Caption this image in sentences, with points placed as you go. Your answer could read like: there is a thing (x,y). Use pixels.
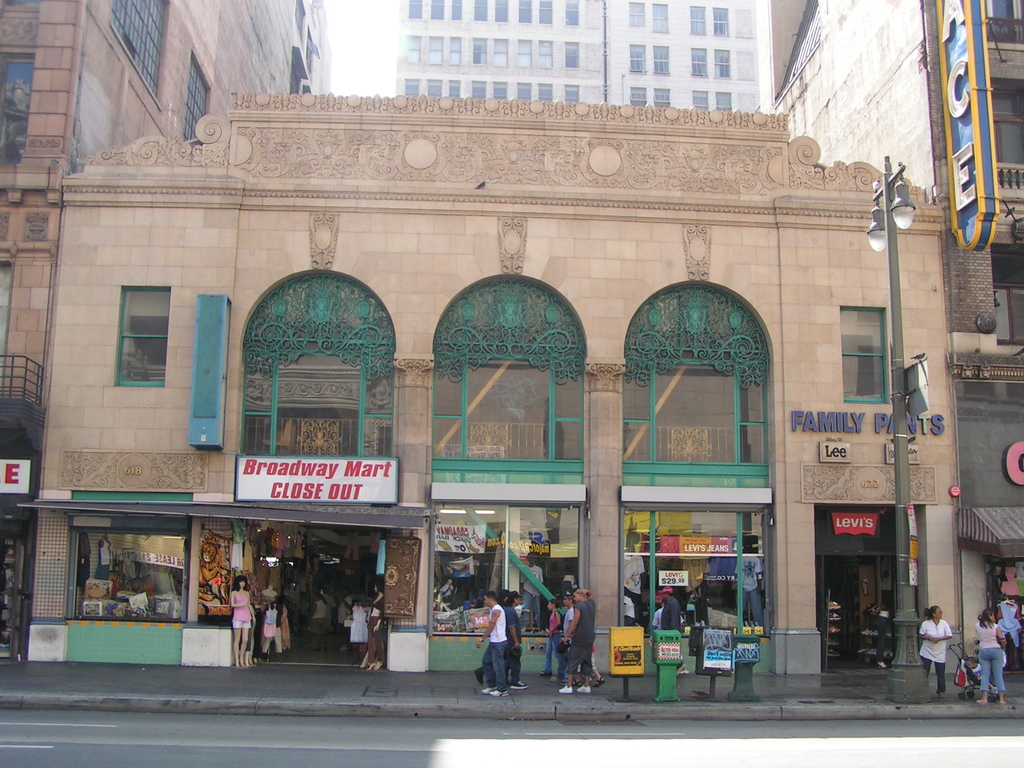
In this image we can see the buildings (613,423), boards (304,457), light pole (898,380) and also some other objects (671,649). We can also see the people (683,660), mannequins (377,667), path (328,690) and also the road (491,730) at the bottom (570,742). We can also see the sky (361,67).
